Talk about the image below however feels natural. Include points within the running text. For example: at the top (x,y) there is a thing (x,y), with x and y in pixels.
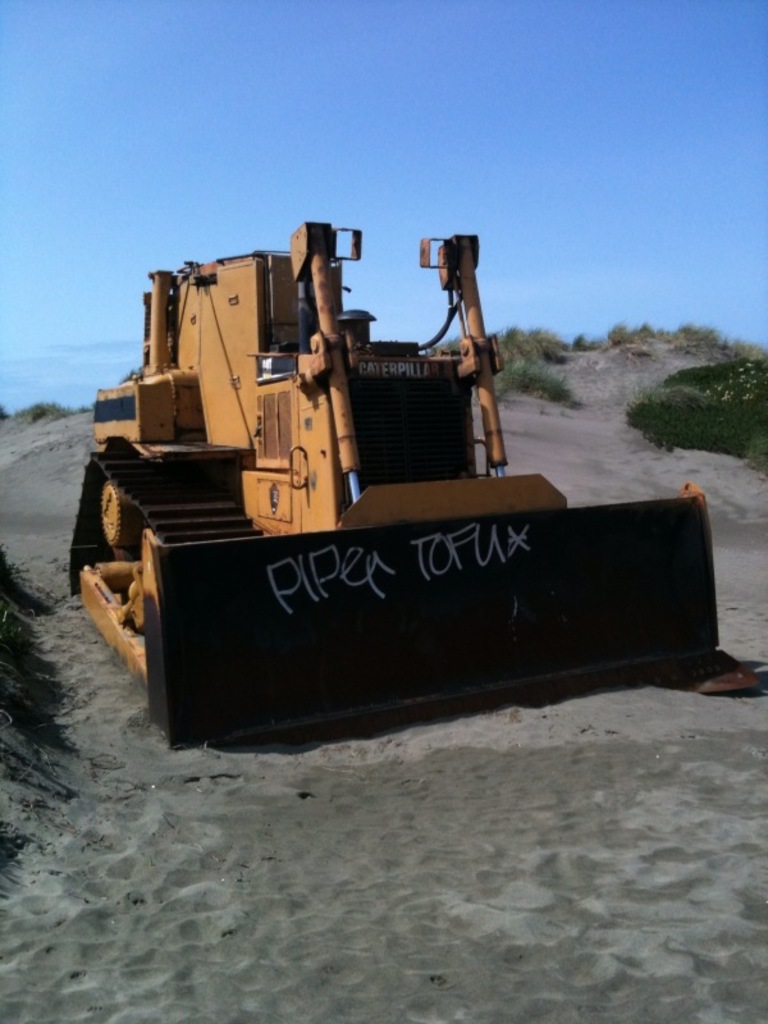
In this image there is a bulldozer (376,650) in the middle (345,662). At the bottom (428,850) there is sand (577,772). At the top (533,97) there is the sky (527,62). On the right side (596,362) top there are few plants (670,406) in the soil (610,385).
